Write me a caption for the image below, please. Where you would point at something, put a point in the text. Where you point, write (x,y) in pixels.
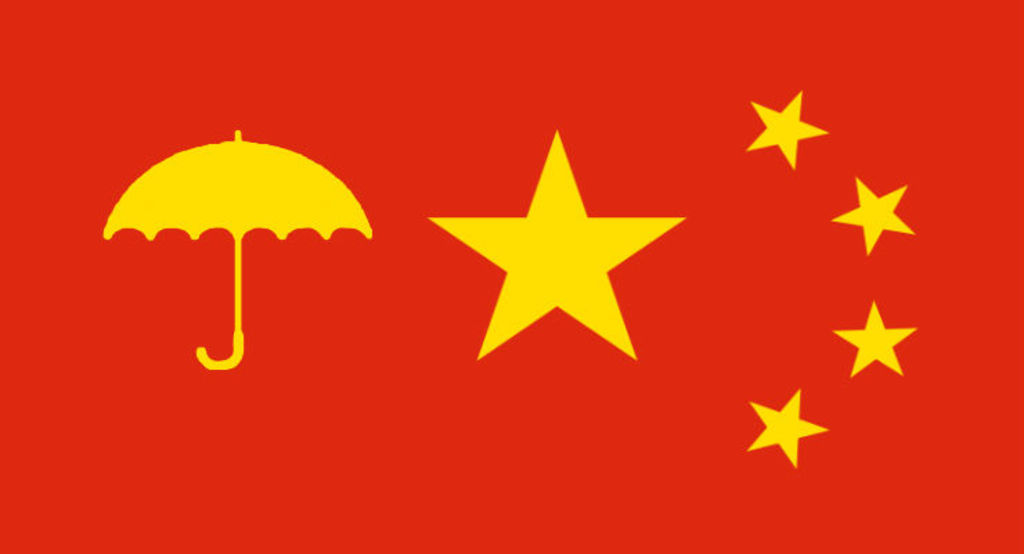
In this picture I can see there is an umbrella (117,199), stars (795,150) and the backdrop of the image (179,71) is in red color.
